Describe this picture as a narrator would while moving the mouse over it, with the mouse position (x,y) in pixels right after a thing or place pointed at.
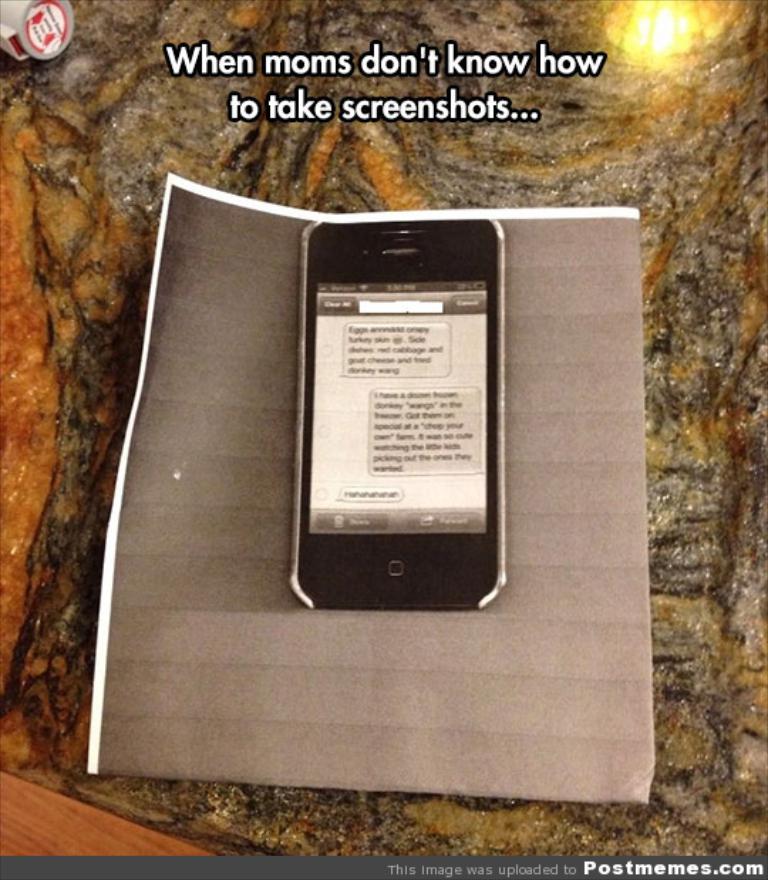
In the picture we can see mobile phone (319,397) which is on the surface (522,148) and there is paper (533,450) in between mobile phone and surface (466,157) and top of the picture (423,105) we can see some words (417,65) written.
